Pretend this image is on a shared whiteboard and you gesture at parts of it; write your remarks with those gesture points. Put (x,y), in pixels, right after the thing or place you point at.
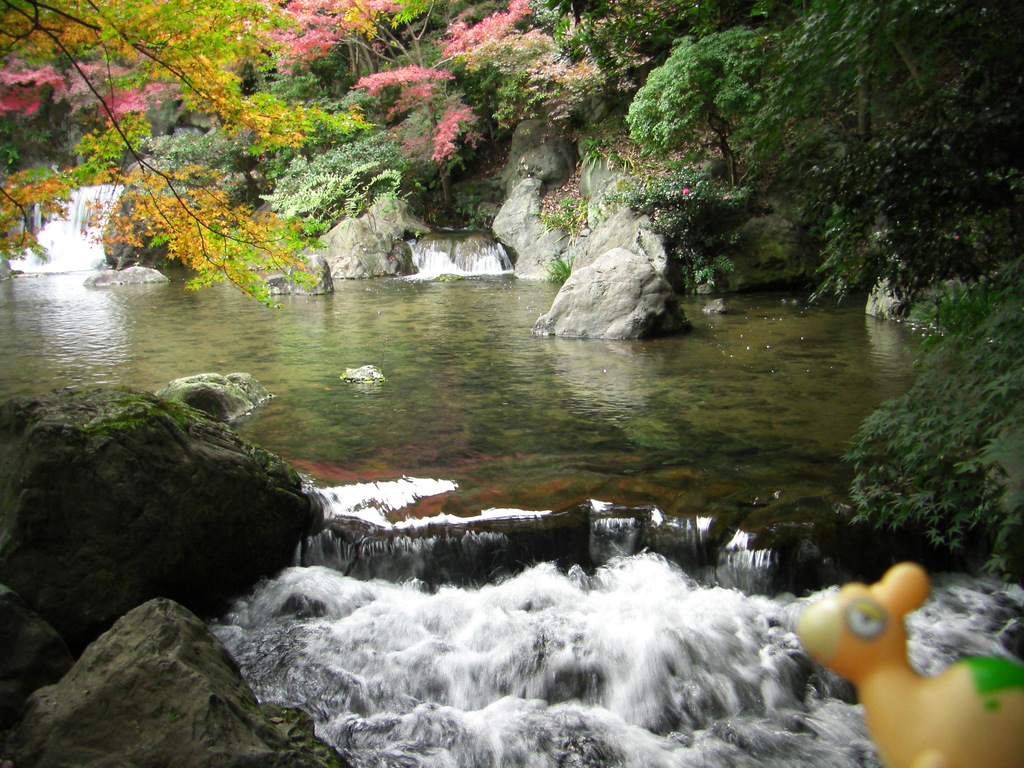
In this image In the bottom right (828,649) I can see toy (852,654) and there is a water flow (322,605) and some rocks (58,563) visible at the bottom (762,528), in the middle (474,298) there is the lake (387,284), the hill (641,174), trees (94,137), flowers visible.
